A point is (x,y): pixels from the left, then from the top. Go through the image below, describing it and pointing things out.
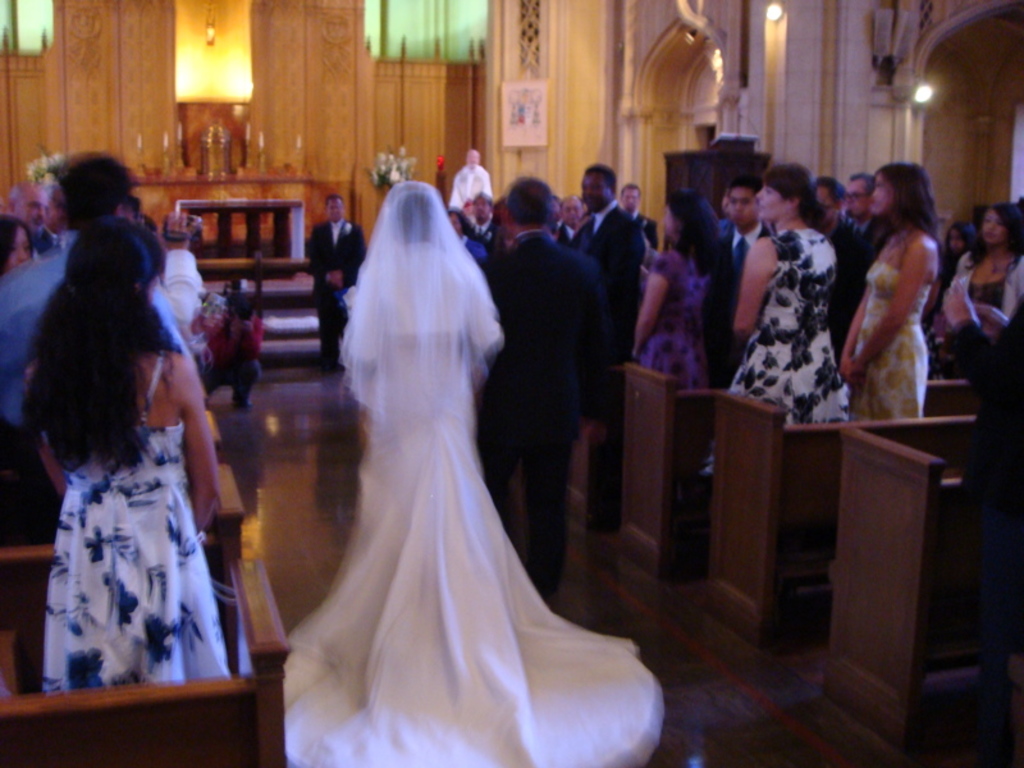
In the center of the image (456,499) we can see a lady (477,508) and a man (548,411) standing. In the background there are people (945,309) and we can see benches (716,472). There is an altar (253,204). On the right (969,180) there are lights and we can see a door (690,137).
